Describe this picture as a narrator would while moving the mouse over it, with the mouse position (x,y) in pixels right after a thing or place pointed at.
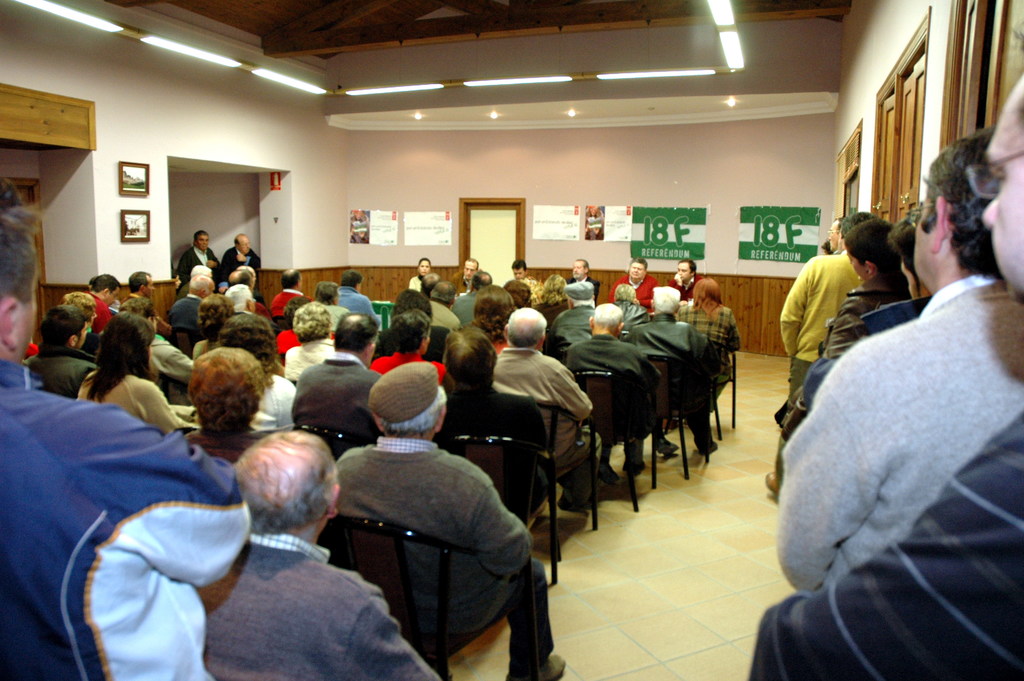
In this image we can see these people (578,316) are sitting on the chairs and these people (859,302) are standing near the wall (314,195). In the background of the image (122,210) we can see photo frames (142,163) on the wall (202,171) and posters (561,220). Here we can see the wooden windows (885,147) and lights (102,26) to the ceiling (808,3).
